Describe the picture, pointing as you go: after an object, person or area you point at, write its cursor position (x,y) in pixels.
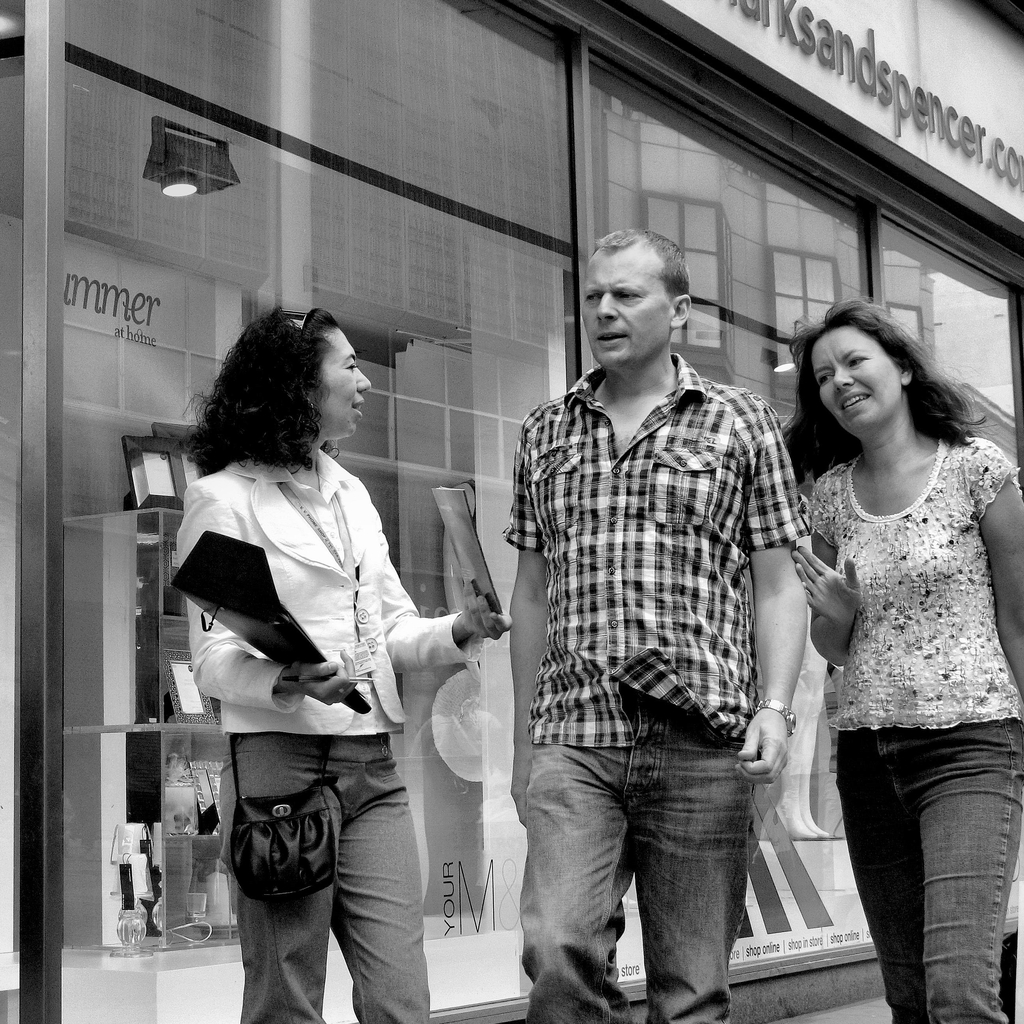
It looks like a black and white picture. We can see there are three people (593,614) and a woman (336,621) is holding some objects (293,632) and they are looking like files (261,555). Behind the people (330,702) there is a building (462,389) with a name board (825,44) and glass windows (468,206). Behind the glass windows (440,325) there are some objects (129,843) and at the top (182,193) there is a light (182,191).
